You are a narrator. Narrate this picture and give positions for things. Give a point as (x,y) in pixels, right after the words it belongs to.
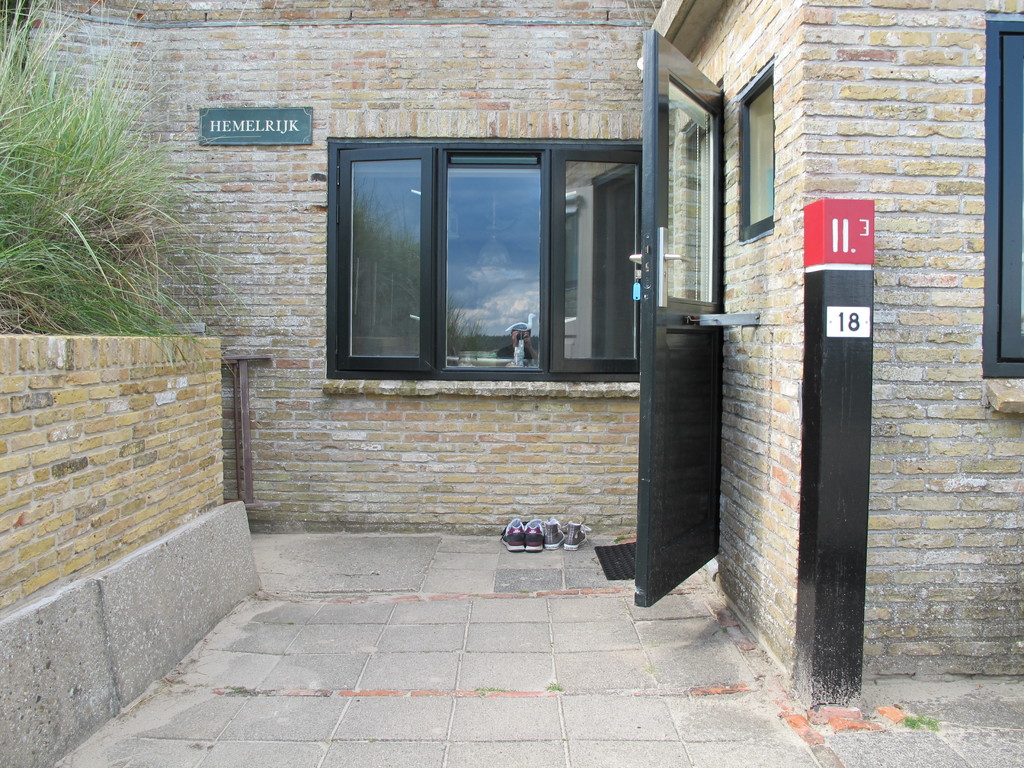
In this image there is a building (183,215), there are windows (352,330), door (641,475), pole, mat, shoes (510,526), name board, grass (25,116), wall (157,361) and there is reflection (530,186) of a person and sky (514,187).
